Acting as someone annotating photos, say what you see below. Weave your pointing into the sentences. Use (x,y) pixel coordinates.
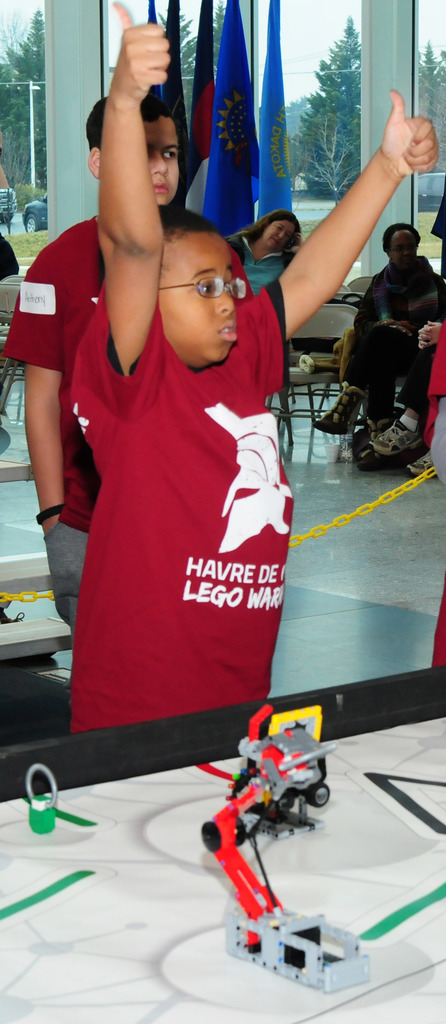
At the bottom of the image (92,858) there is a white surface (183,906) with toys (267,796). Behind that there is a boy (119,472) with maroon t-shirt (188,450) is standing. Behind him there is another boy (69,341) standing. In the background (345,325) there are few people (405,357) sitting on the chairs (338,326) and also there are flags (220,66). Behind the flags (236,116) there are glass doors (102,69). Behind the doors (364,71) there are trees (358,84) and vehicles (36,201) on the road (320,212).
